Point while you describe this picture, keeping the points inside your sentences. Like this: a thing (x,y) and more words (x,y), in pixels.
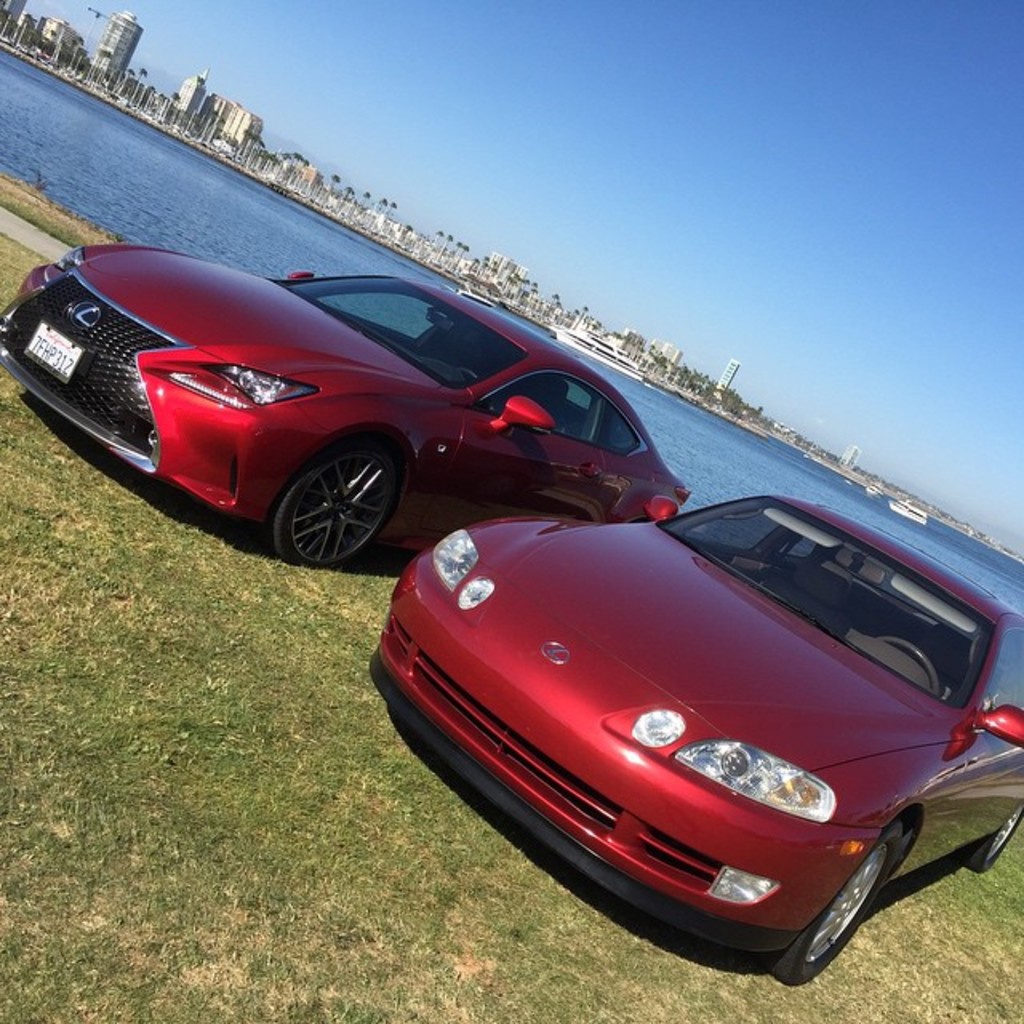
In the center of the image (466,632) there are cars (211,306) which are in red color. In the background (138,233) there is a river (291,228), buildings (200,112) and sky (759,246). At the bottom (291,860) we can see grass (331,903).
